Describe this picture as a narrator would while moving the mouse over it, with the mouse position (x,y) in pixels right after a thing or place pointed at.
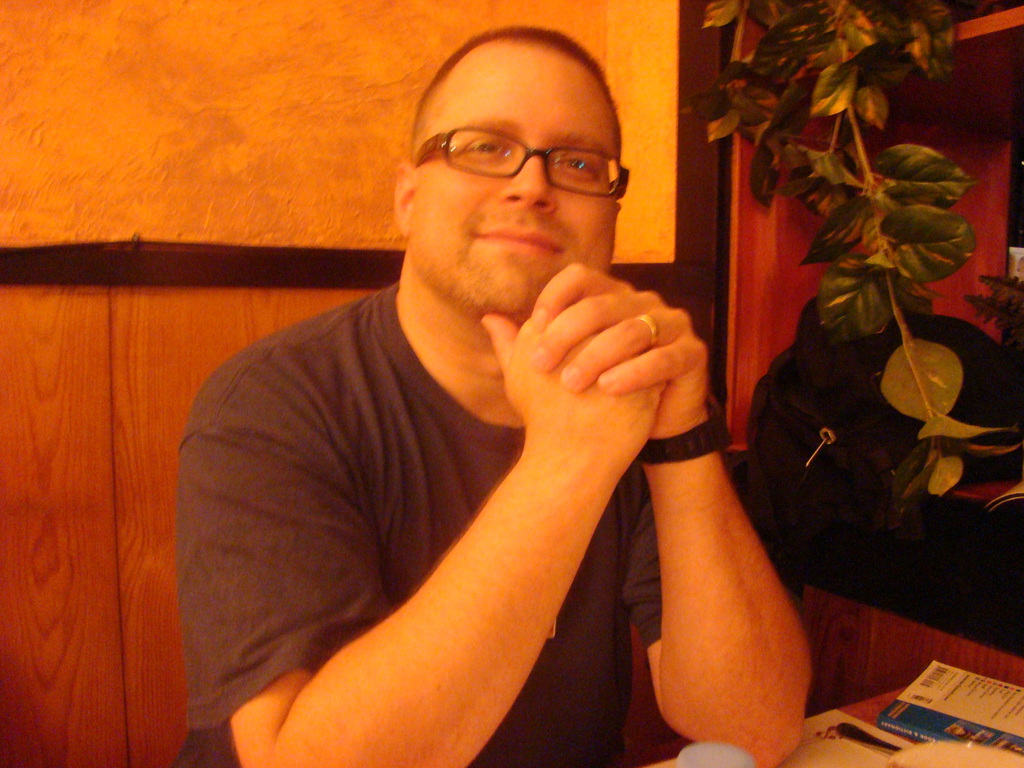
In this image we can see a person (508,274) sitting. At the bottom (839,728) there is a table (895,724) and we can see a spoon (852,735), plate (940,759) and a book (940,735) placed on the table (886,719). In the background (178,420) there is a wall (121,383) and we can see a houseplant (799,81). We can see a board (359,179).
